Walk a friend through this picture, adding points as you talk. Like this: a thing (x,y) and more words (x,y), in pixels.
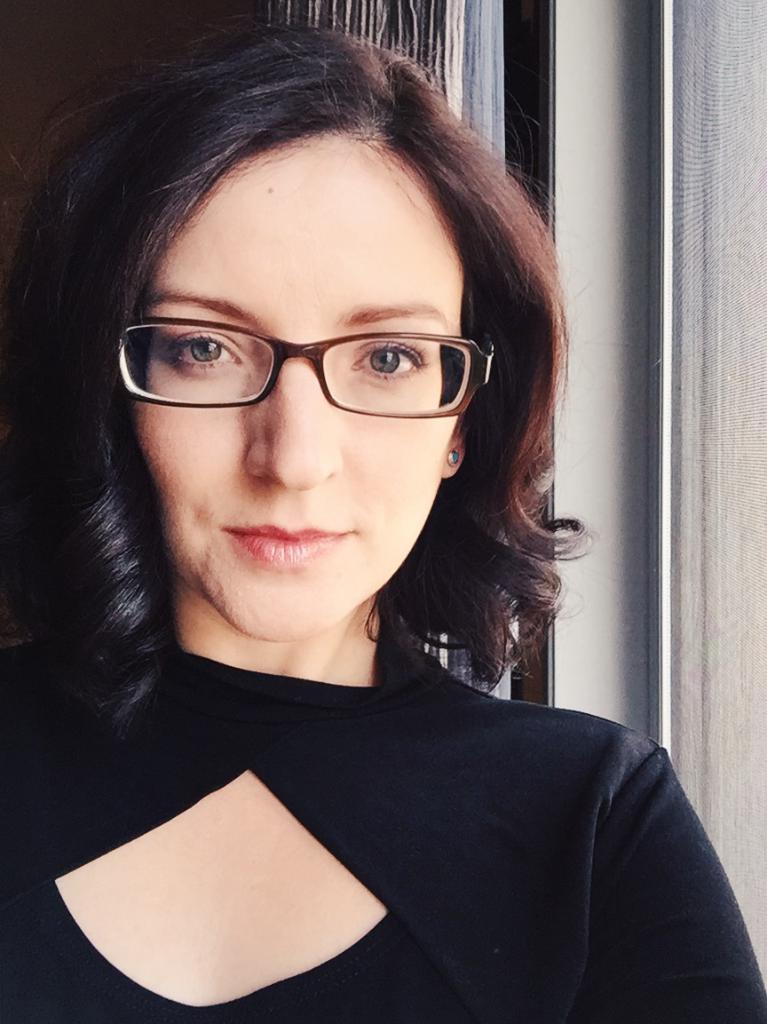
In the image a woman (154,493) is standing and smiling. Behind her there is curtain (476,7) and wall (634,133).
